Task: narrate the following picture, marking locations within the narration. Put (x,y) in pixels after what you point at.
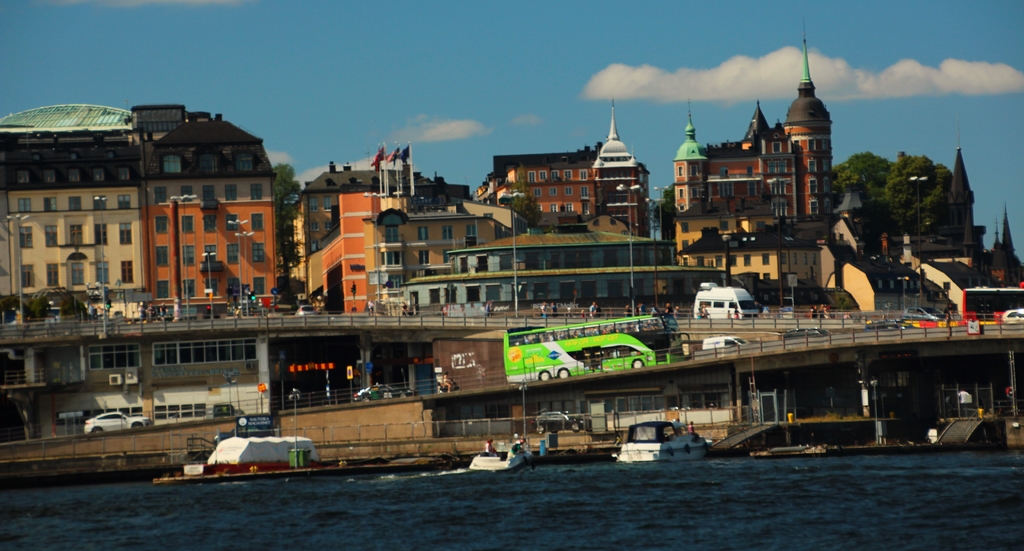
In this image we can see water (497,475) on which there are some boats (647,458) and there are some vehicles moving on road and in the background of the image (539,239) there are some buildings (606,189), some trees (670,195) and clear sky (511,64).
